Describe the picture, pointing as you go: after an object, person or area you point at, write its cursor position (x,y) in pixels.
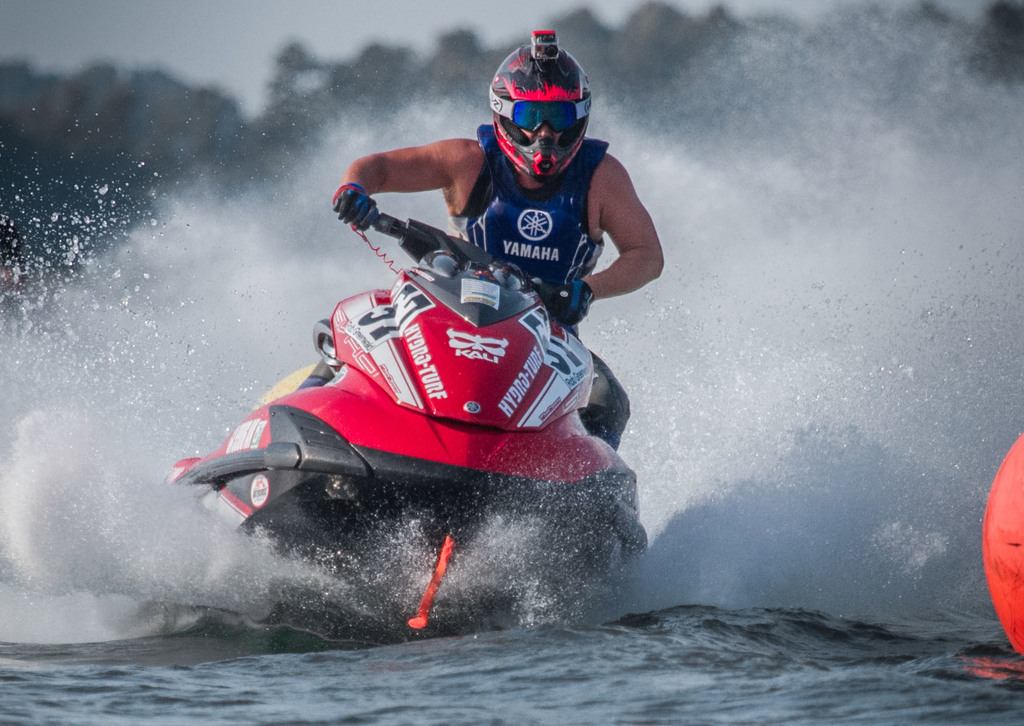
There is a person (506,149) wearing helmet (508,134), goggles (532,120) and gloves (371,206) is riding a jet ski (428,401) on the water (368,667).
